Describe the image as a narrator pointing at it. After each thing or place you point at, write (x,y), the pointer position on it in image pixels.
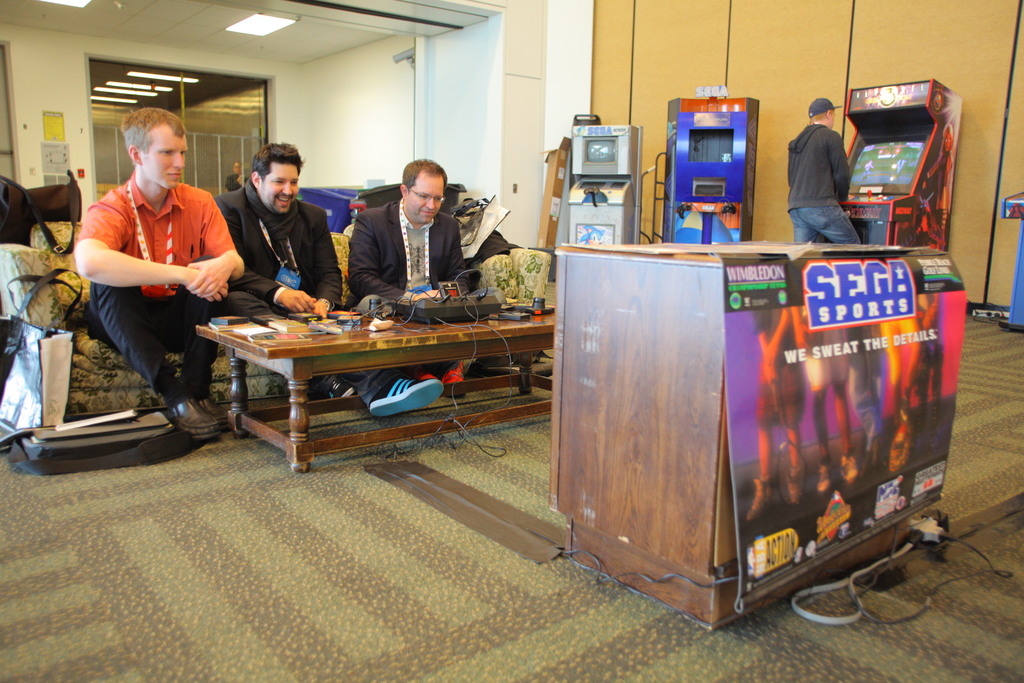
There are three persons (328,262) sitting on the couch (488,277). This is a table (318,352) with some objects (427,306) on it. This is the poster (777,427) attached to the table (688,448). I can see another person (823,180) standing and playing video game. These are the ceiling lights (272,26) attached to the rooftop (223,47). Here are some bags (100,445) placed on the floor (87,501).
